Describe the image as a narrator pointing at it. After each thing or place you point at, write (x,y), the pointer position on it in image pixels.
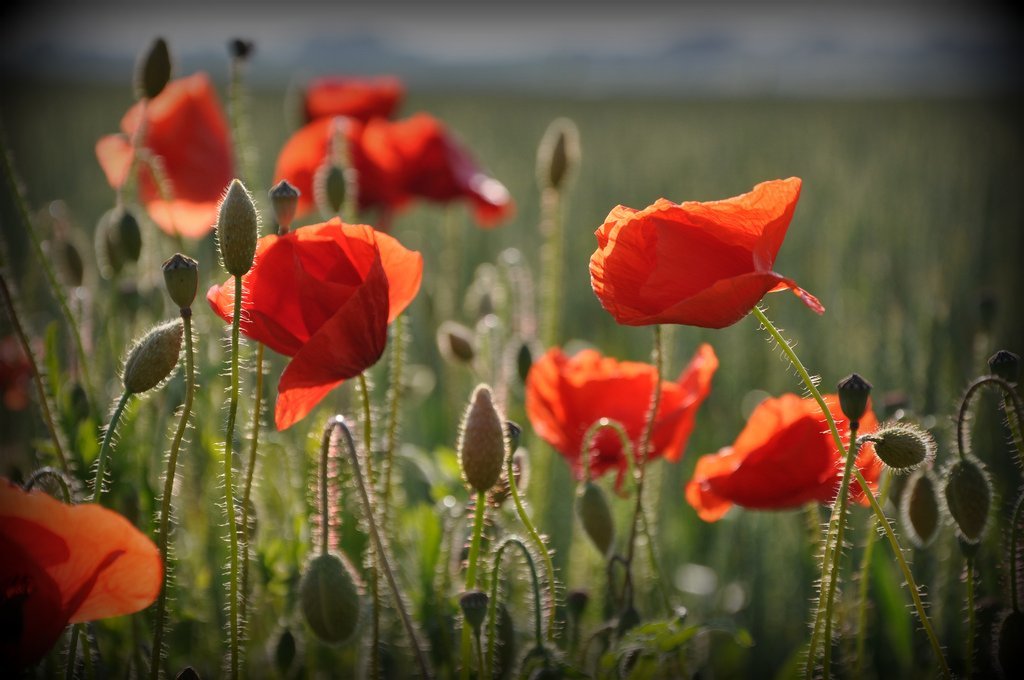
In the image in the center (361,291), we can see plants (678,523) and flowers (699,282), which are in orange color.
